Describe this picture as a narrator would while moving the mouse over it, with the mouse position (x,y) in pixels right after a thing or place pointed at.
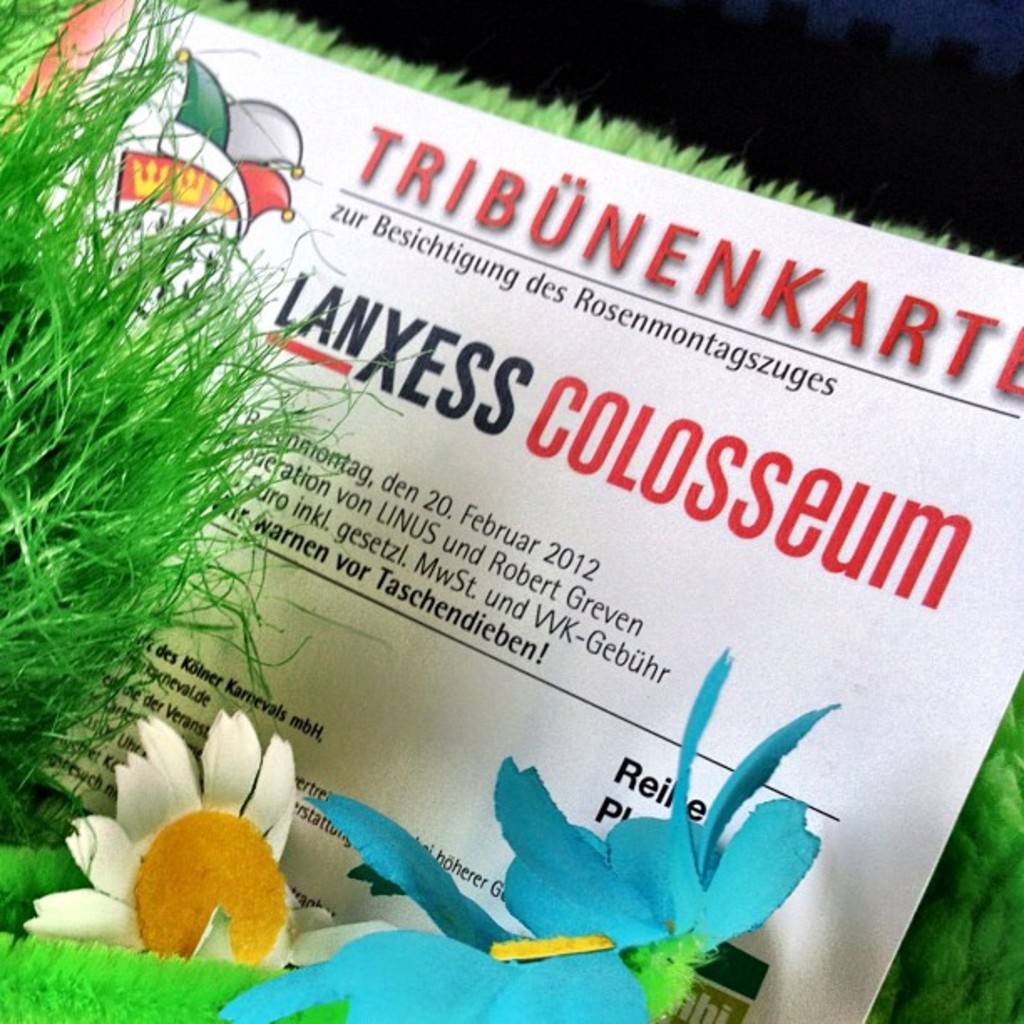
In this image there are artificial flowers (206,883) and there is artificial grass (63,461) and there is a banner (811,529) with some text (757,492) and numbers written on it.
